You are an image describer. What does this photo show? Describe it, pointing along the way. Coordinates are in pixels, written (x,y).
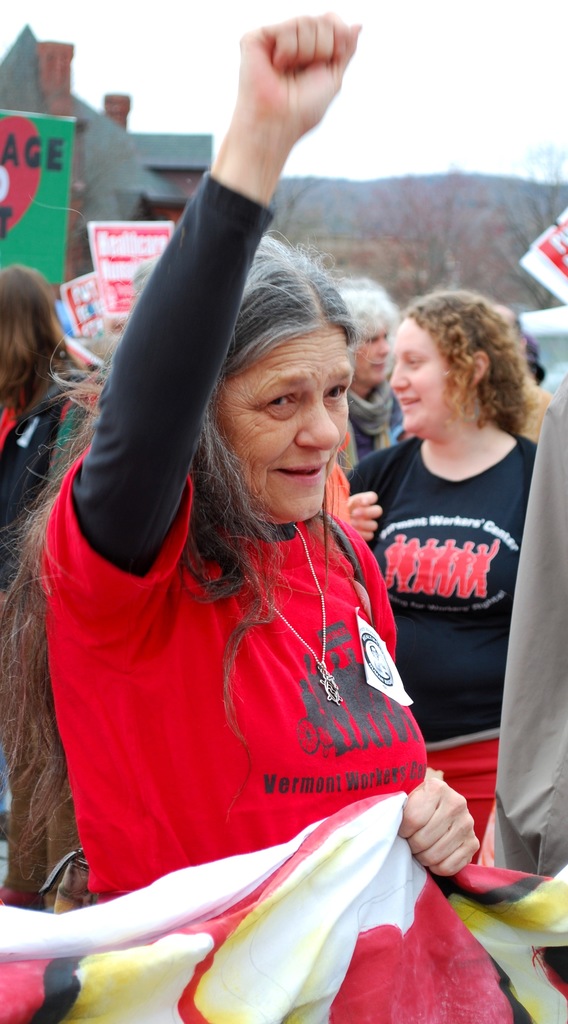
In the center of the image (239,398) we can see a woman (215,853) wearing red t shirt (335,740) and holding the cloth (368,924). In the background (101,337) we can see some people (458,364) and also text boards (87,284) and house (163,166) and trees (405,187). Sky (433,118) is also visible.
